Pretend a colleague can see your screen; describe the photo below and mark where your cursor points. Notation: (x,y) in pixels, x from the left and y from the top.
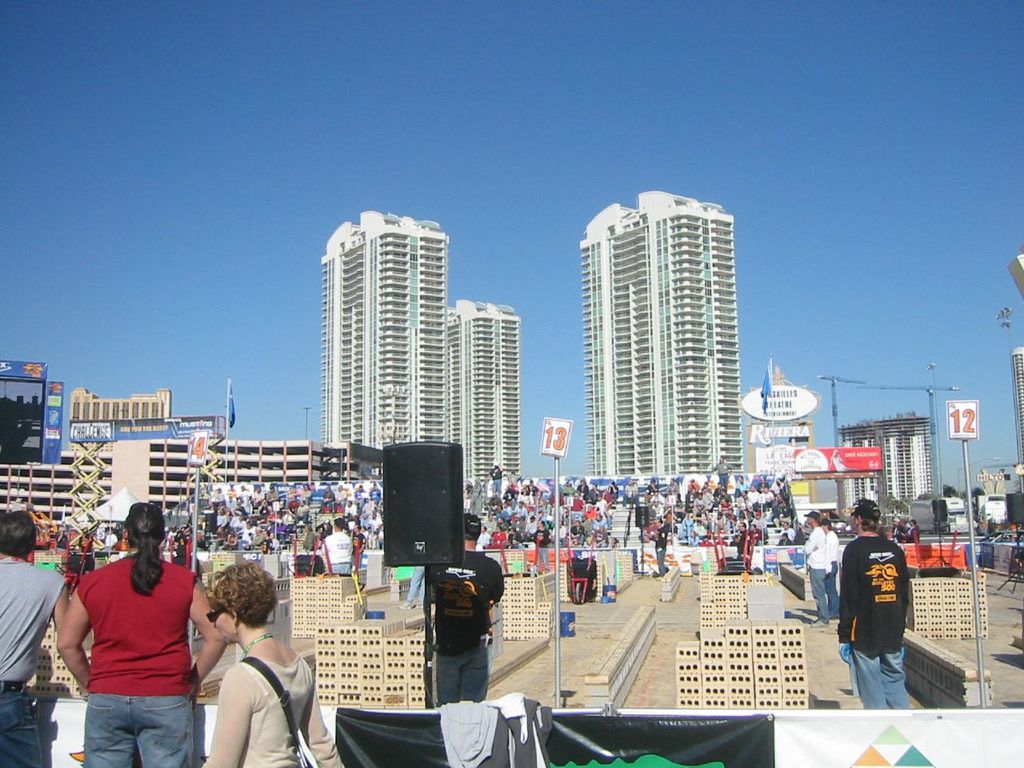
In the center of the image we can see a few people (493,600) are standing and few people (445,695) are holding some objects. And we can see small buildings (383,672), banners (770,741), poles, sign boards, blue color objects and a few other objects (386,704). In the background (318,352) we can see the sky (438,180), buildings (86,417), poles (934,390), banners (47,439), group of people (726,471) and a few other objects (954,536).
